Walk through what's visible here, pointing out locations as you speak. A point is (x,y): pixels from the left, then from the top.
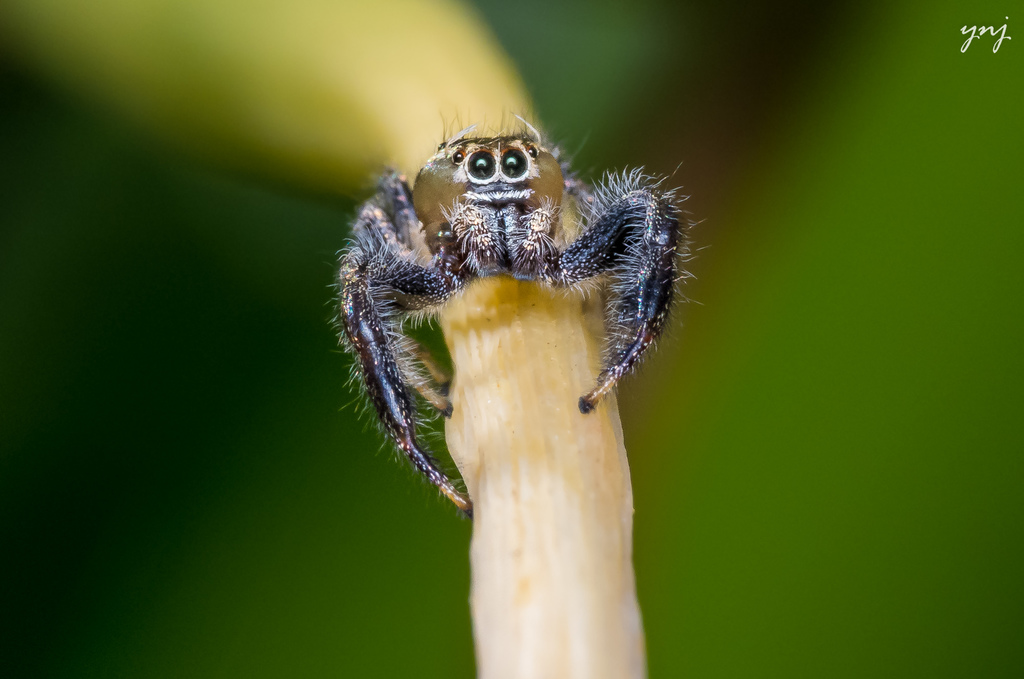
In this image there is an insect (575,263) on an object (511,470). Background (67,441) is blurry.
